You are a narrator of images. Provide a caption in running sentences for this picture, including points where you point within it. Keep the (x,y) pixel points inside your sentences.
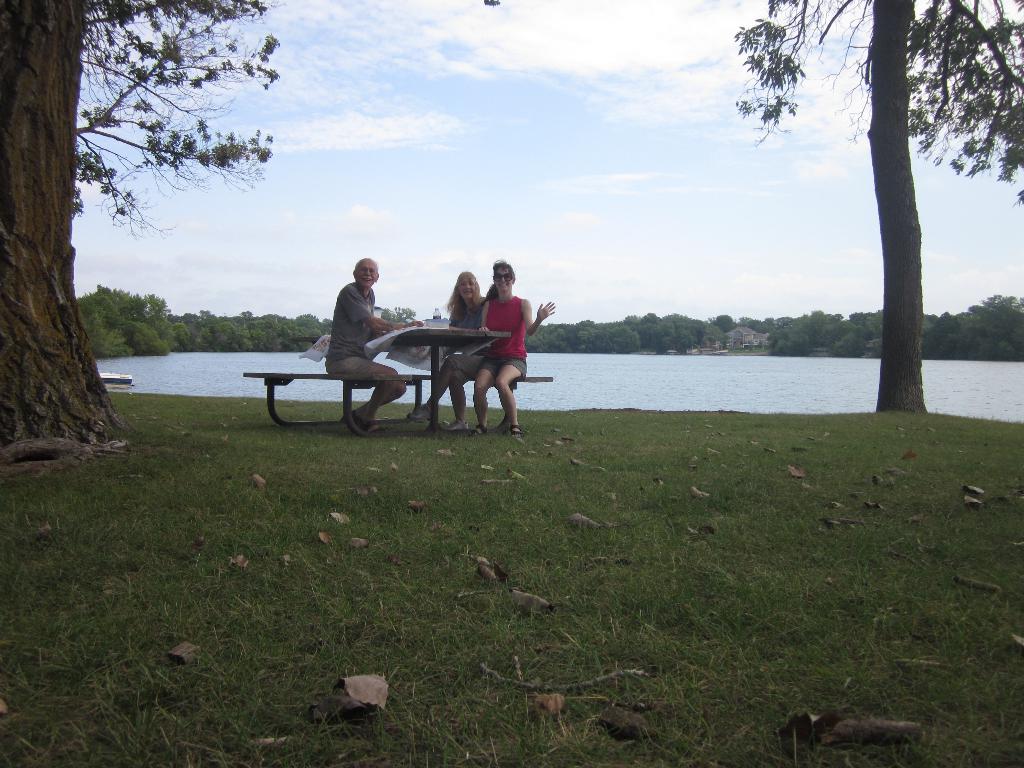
In this image we can see a group of people (467,316) are sitting on the chair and smiling, and in front (450,334) here is the table (437,335), and here is the tree (896,76), and here is the water (590,360), and here is the grass (695,561), and at above here the sky (488,75) is cloudy.
